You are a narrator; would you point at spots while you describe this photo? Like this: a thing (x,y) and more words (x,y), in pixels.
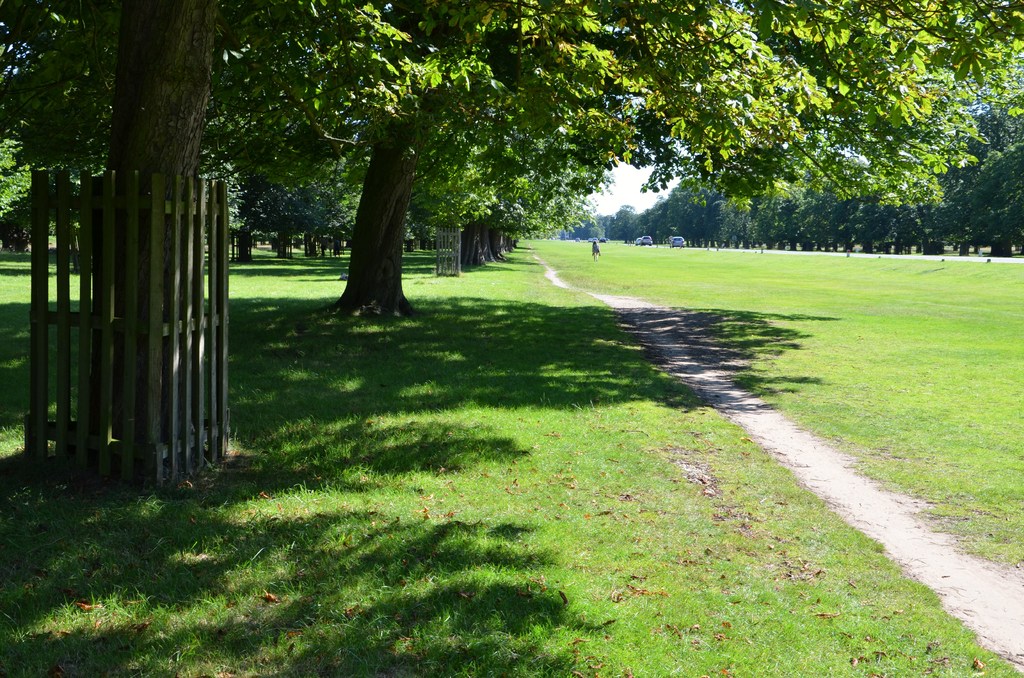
In the picture we can see a grass surface (809,606) and a path line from it and just beside the grass surface (797,611), we can see a road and some vehicles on it and on the grass surface (784,613) we can see a person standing and some trees (597,231) and some part of the sky (615,202).
